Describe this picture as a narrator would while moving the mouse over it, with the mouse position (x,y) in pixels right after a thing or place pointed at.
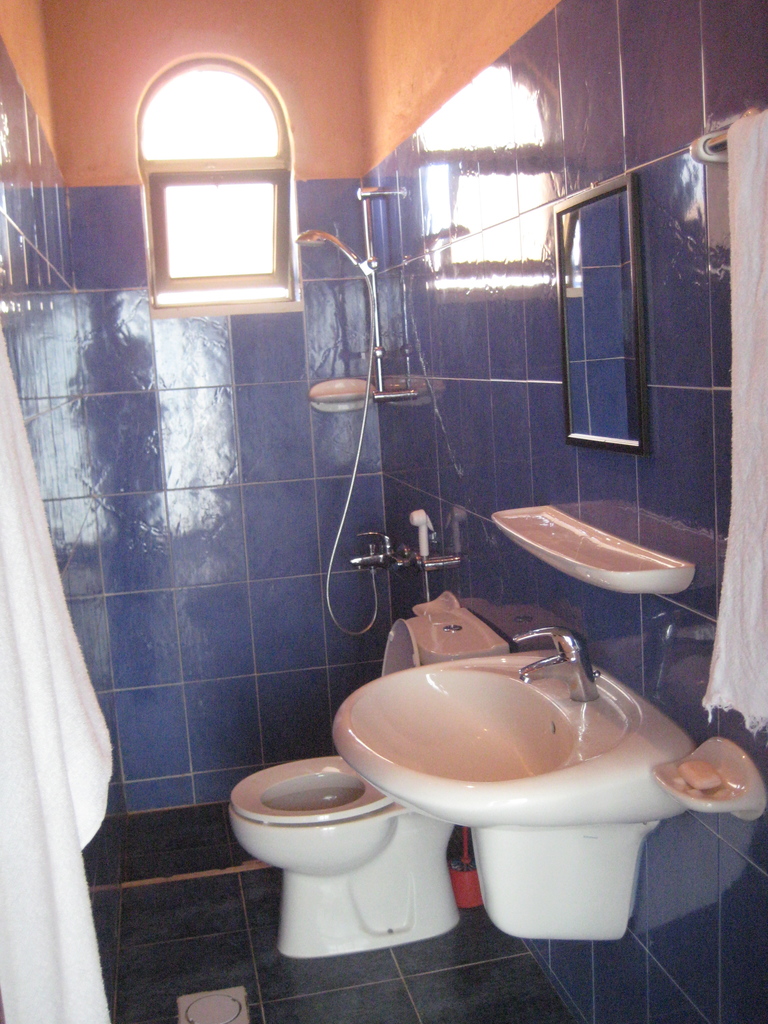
In this picture I can observe white color toilet seat (268,782) on the floor (224,905). On the right side (525,873) there is a sink (475,745) fixed to the wall (503,626). There is a tap (569,664). I can observe a mirror (581,304) hanged to the wall (576,492) on the right side (594,228). There is a towel (748,498) on the towel bar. In the background (250,313) there is a window (193,228). I can observe a wall (148,503) which is in blue and orange color.
